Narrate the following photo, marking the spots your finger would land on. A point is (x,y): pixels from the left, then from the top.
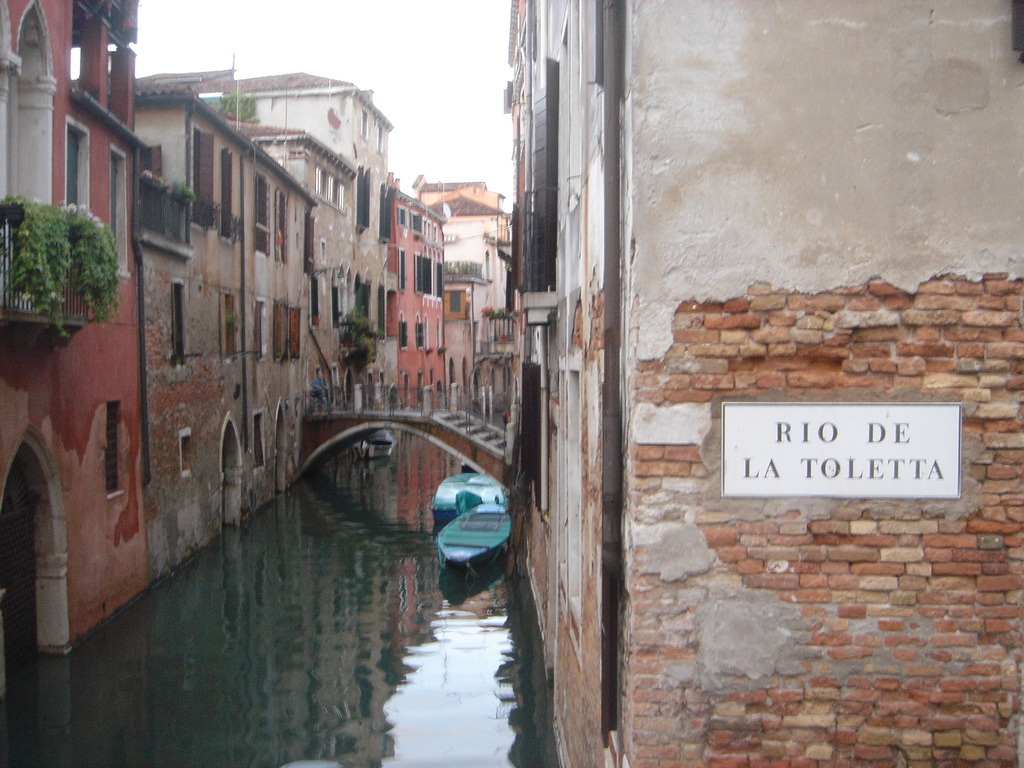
In this image we can see a board (787,489) to brick wall (797,578), boats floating on the water (245,628), bridge (439,425), houses (301,289) and the sky (436,54) in the background (278,60).
